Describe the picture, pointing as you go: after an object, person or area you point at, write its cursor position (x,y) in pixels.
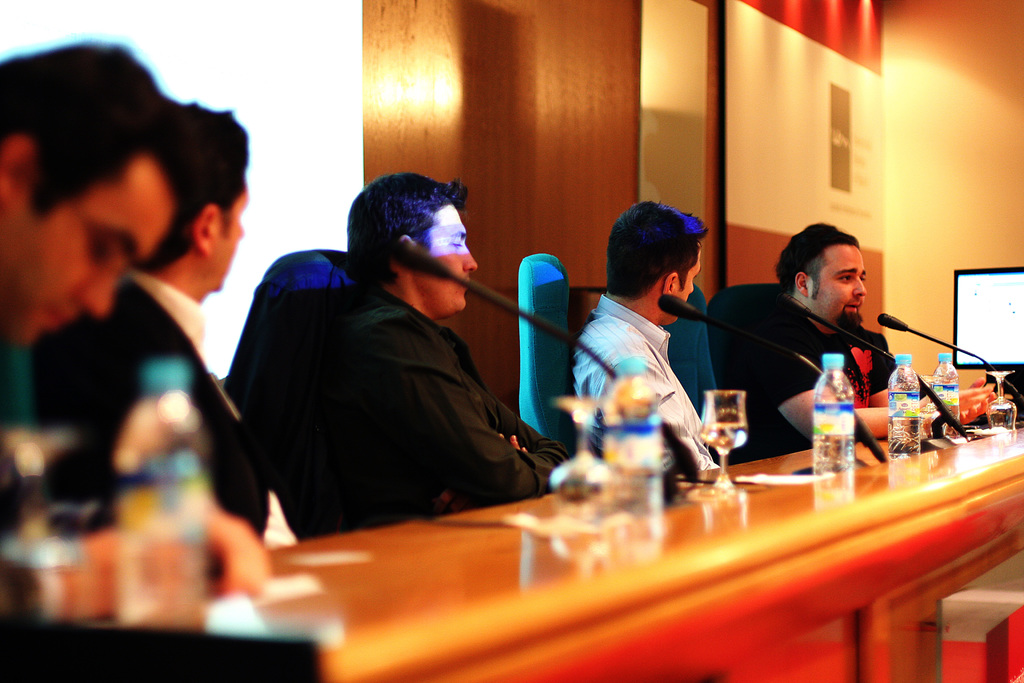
A group of men (134,340) at a meeting listening to one (813,341) who is speaking.
